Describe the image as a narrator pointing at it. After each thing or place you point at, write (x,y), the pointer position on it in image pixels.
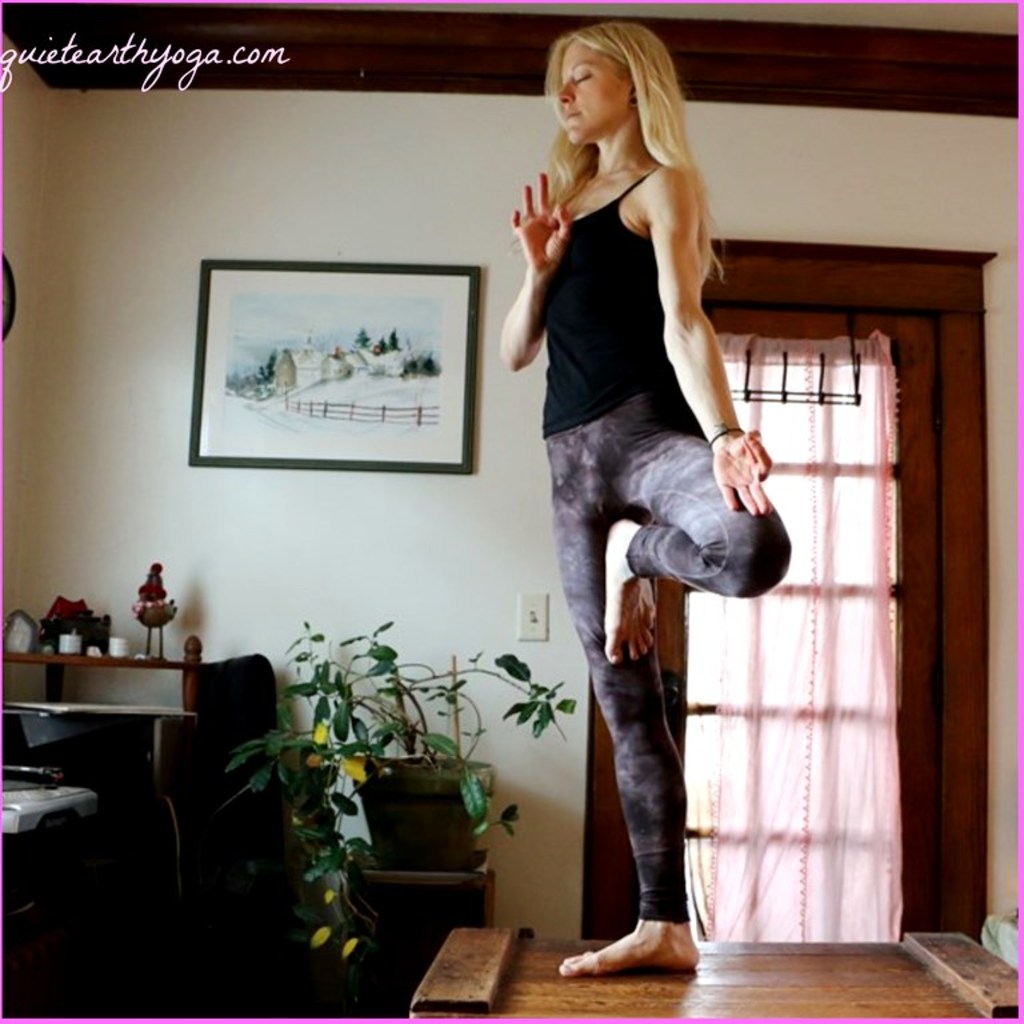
In this image we can see a woman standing on the table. We can also see a plant (368,741) in a pot (431,775) and some statues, a clock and candles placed on the cupboard (131,818). On the backside (511,510) we can see a window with a curtain (786,514), a switchboard (535,612) and a photo frame (258,441) on a wall (221,532).
